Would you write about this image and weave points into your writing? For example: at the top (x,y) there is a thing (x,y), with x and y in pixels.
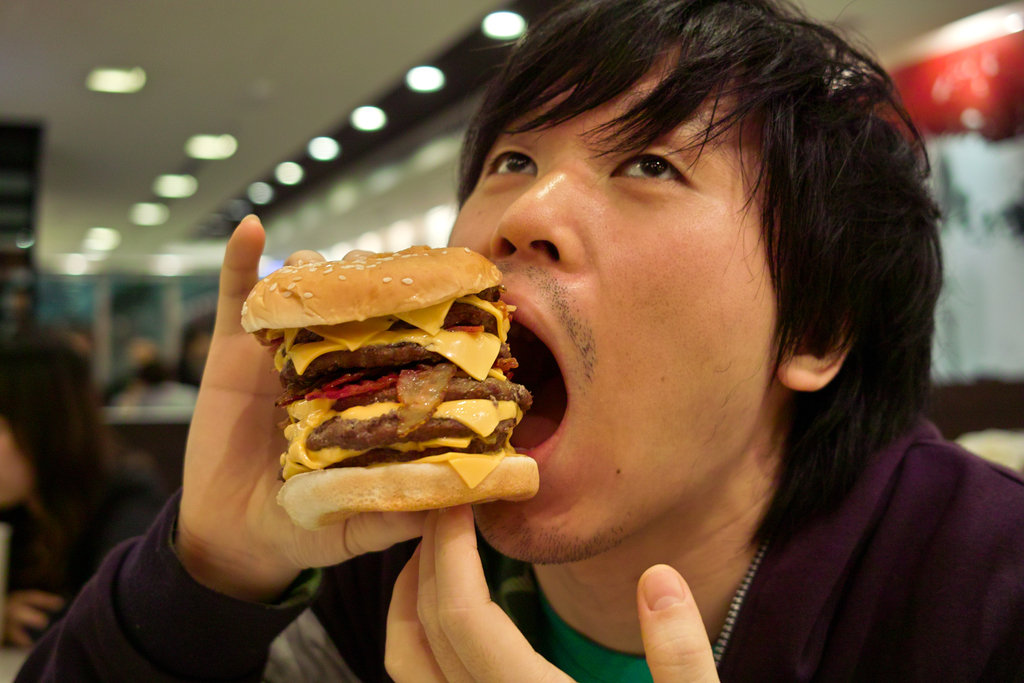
In this image we can see few people (482,561). A person (638,397) is eating some food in the image. There is an object (1013,274) at the right side of the image (991,343). There are many lights (260,193) attached to the roof (272,108) in the image.
